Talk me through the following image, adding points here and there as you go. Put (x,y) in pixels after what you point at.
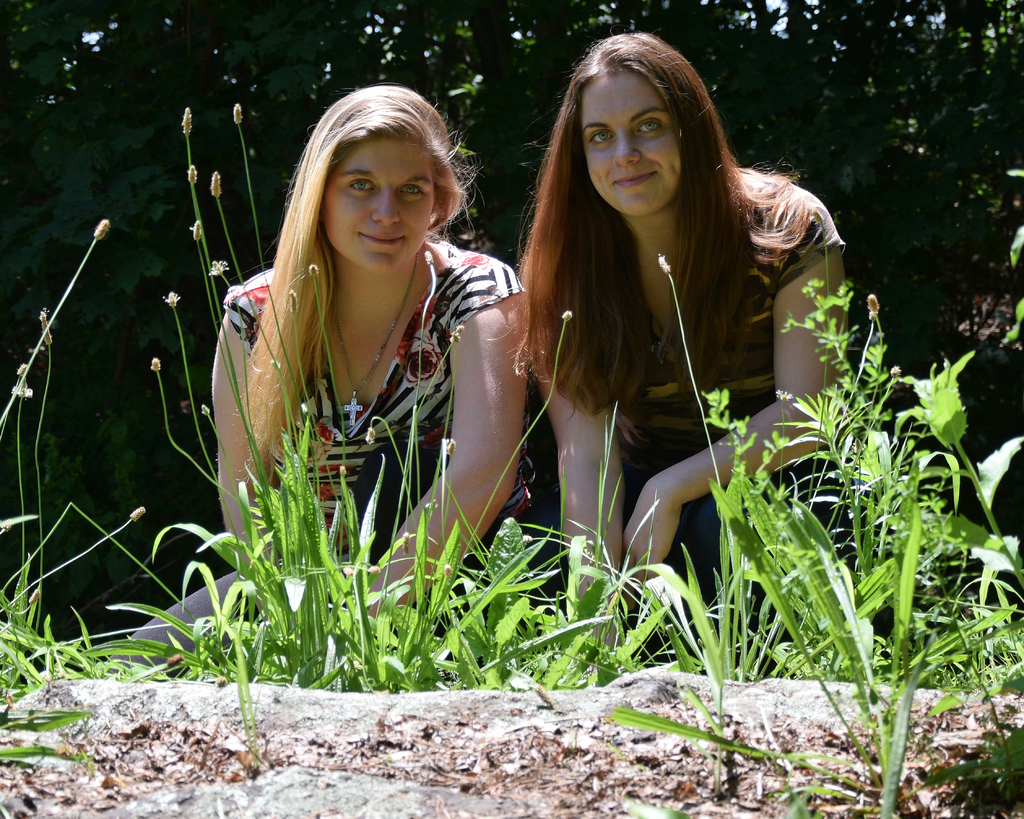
In this picture we can observe two women (466,376). Both of them are smiling. There is some grass (429,621) and plants (676,622) on the ground (639,691). In the background (160,89) there are trees (826,92).
